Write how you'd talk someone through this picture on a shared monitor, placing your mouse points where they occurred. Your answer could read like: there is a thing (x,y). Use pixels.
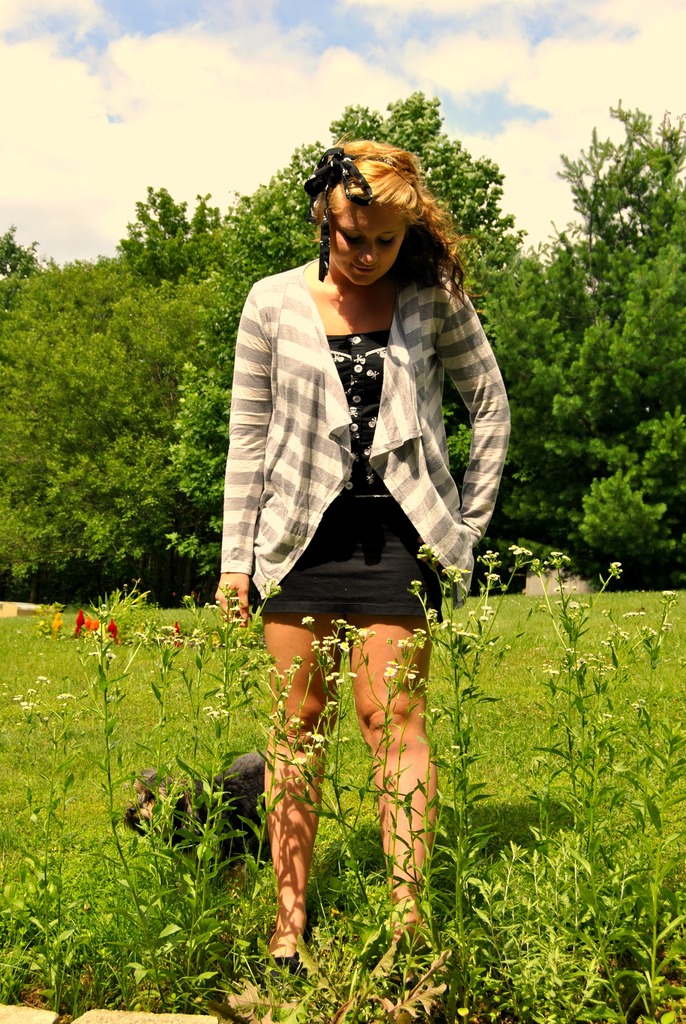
In this image we can see a person (378,483) standing on the ground (534,739) and there are few plants (460,860) in front of the person (398,428) and a dog (250,785) beside the person (411,428) and there are few trees (519,381) and the sky (194,138) with clouds (117,128) in the background (117,128).
